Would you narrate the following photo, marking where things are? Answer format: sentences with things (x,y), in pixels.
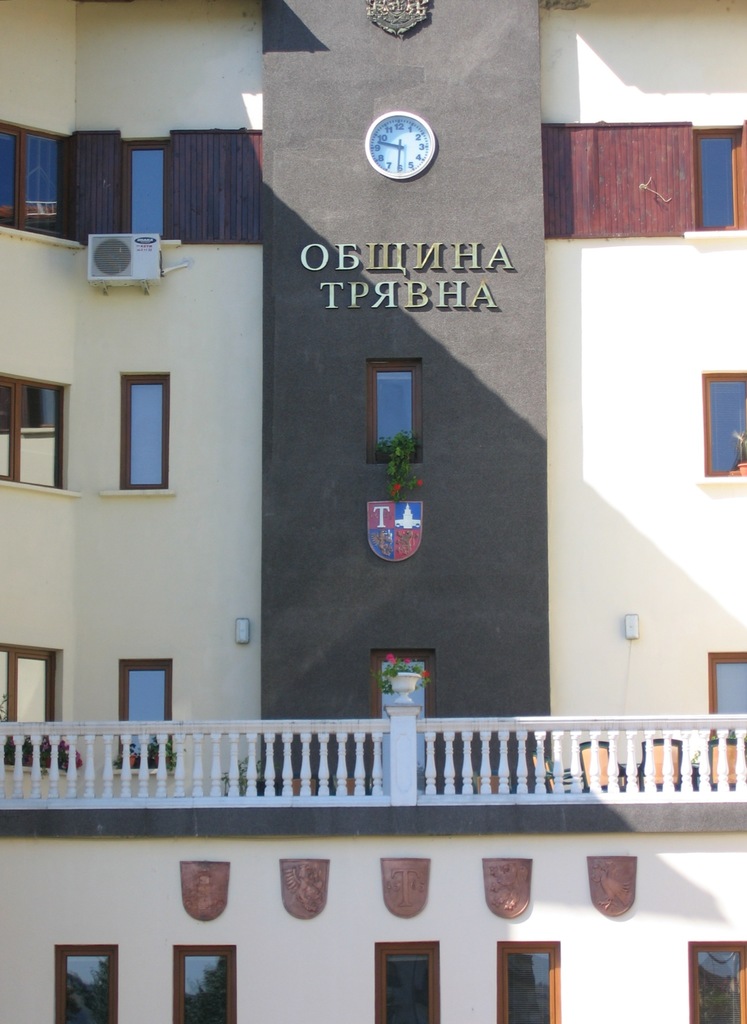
The picture consists of a building (457,809). At the bottom (154,689) we can see windows (730,971), railing (359,729) and flower pot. In the middle (401,473) we can see plant (393,462), text (415,269) and clock (393,162). On the left (149,211) we can see windows (49,171) and an air conditioner (140,265).
